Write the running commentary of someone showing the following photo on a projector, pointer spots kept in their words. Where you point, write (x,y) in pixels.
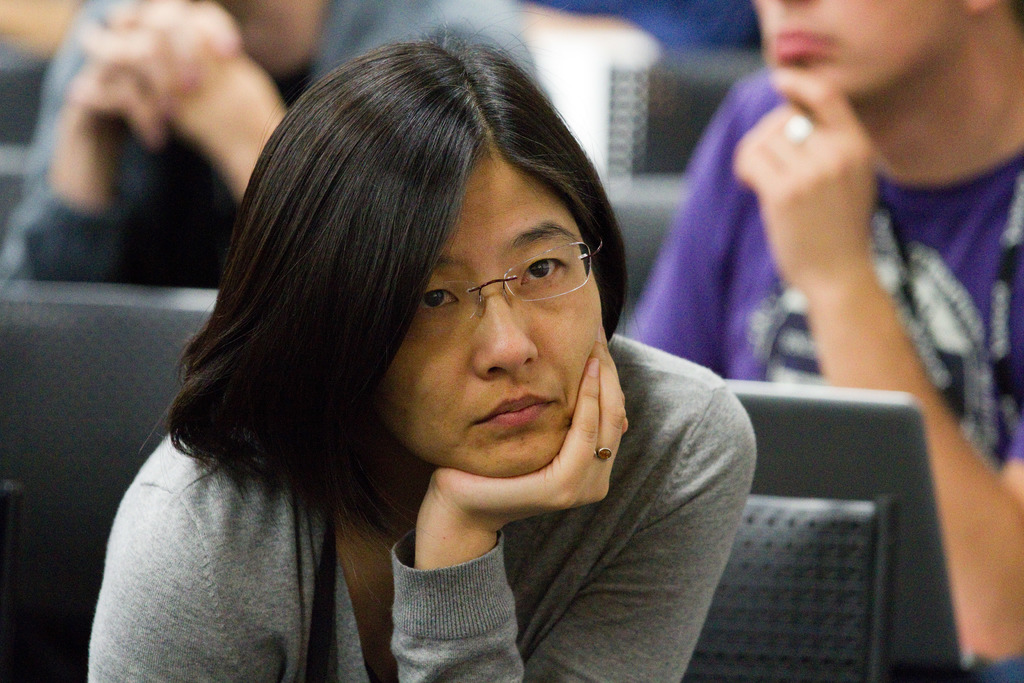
To the bottom middle of the image (625,577) there is a lady (449,596) with grey dress (267,589) is sitting and she is wearing spectacles (569,287). Behind her to the right side (757,169) there is a man (826,226) with violet t-shirt (925,231) is sitting. And to the left top corner (56,137) there is another person (105,123).
